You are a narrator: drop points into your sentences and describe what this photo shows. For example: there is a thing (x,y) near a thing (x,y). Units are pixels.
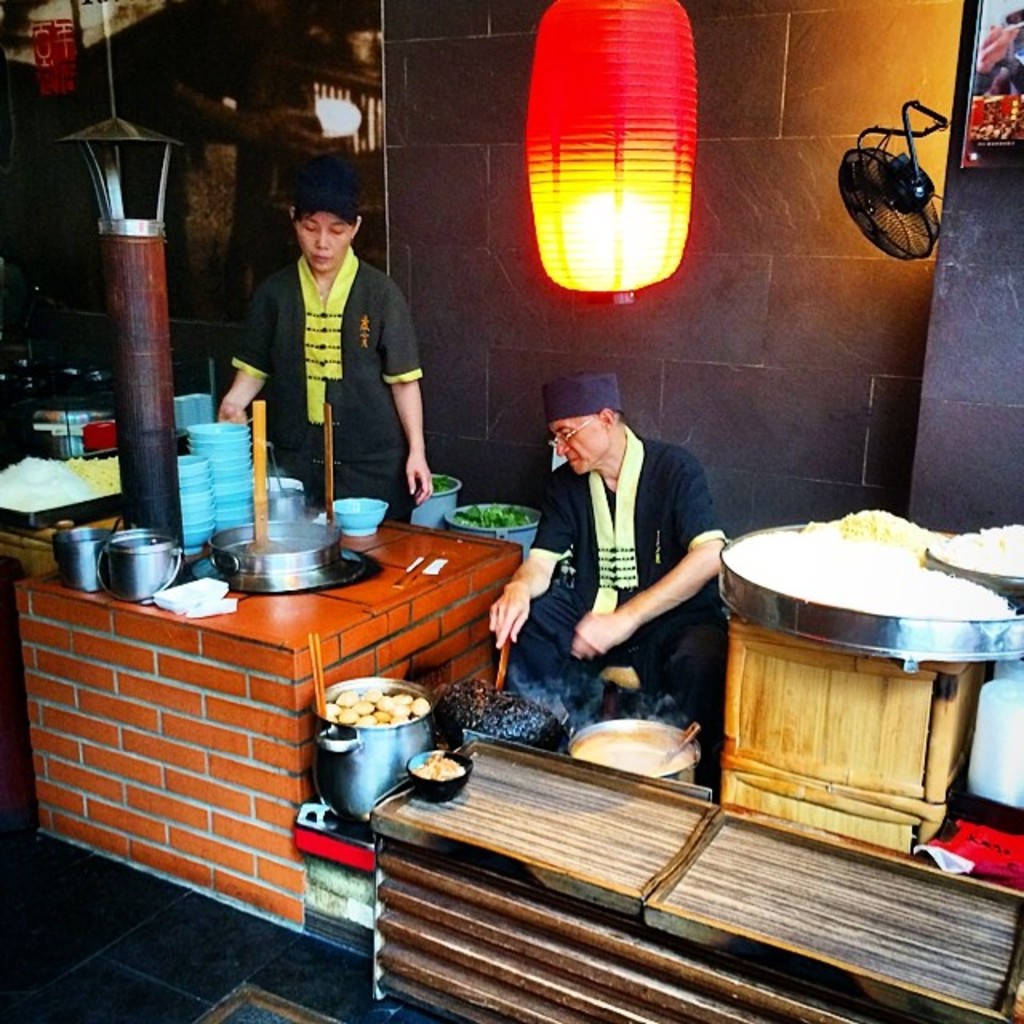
In the center of the image (613,629) we can see a person (661,523) wearing dress (654,506), cap (592,386) and spectacles (571,444) is sitting on a chair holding a stick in his hand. To the left side of the image (298,461) we can see a person (414,369) standing. In the foreground (449,719) we can see a group of bowls (366,754) containing food (856,580) in them placed on the table (594,871). In the background (647,118), we can see a light (561,178) and a fan (876,171).
